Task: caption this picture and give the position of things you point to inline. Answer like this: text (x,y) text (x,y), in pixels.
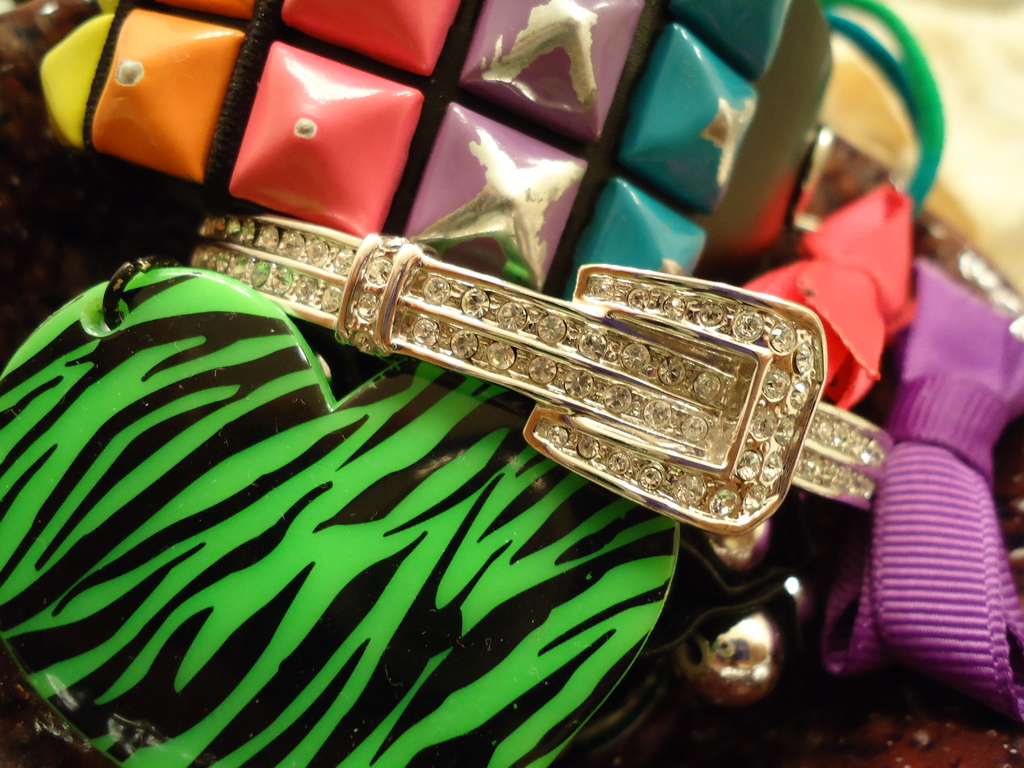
In this image we can see an object (617,356) with stones (560,434). Also there are some other items (589,531). And there is a lace (936,478) on the right side (911,498).
